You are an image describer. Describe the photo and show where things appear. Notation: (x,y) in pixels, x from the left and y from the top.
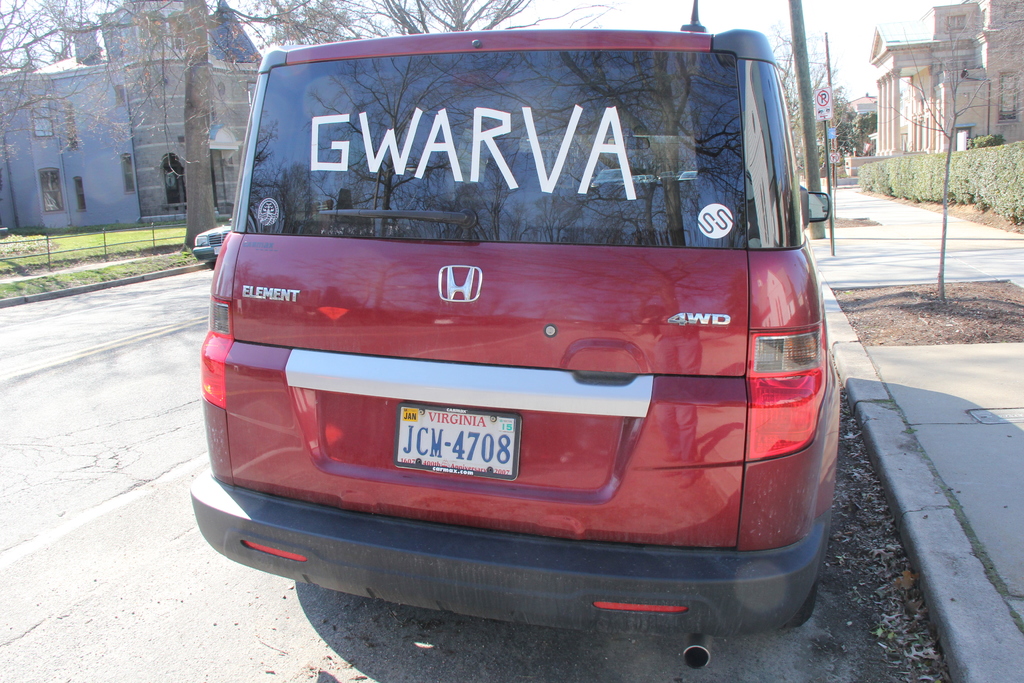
In this image we can see a car (635,286) on the road (169,576) and there are buildings (132,149), trees (296,8), iron pole (49,243) and sky (556,0) in the background (204,210).
